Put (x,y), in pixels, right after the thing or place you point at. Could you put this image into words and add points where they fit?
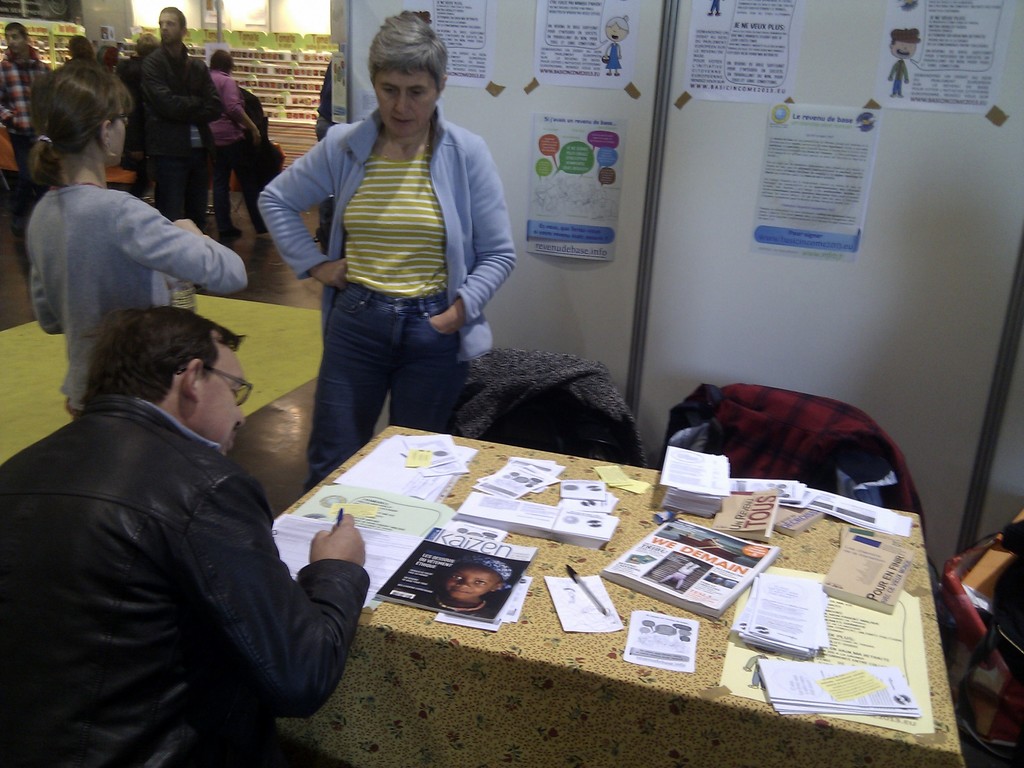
In this image we can see a group of people (389,341) standing on the ground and a person (193,667) holding a pen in his hand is sitting on a chair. In the foreground of the image (712,684) we can see some books (708,589) and papers (792,660) placed on the table (733,766). In the background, we can see some objects (296,81) placed racks (249,64). At the top of the image (854,193) we can see posters (793,106) with some pictures (913,49) and text (820,192) pasted on the wall (1007,144).
